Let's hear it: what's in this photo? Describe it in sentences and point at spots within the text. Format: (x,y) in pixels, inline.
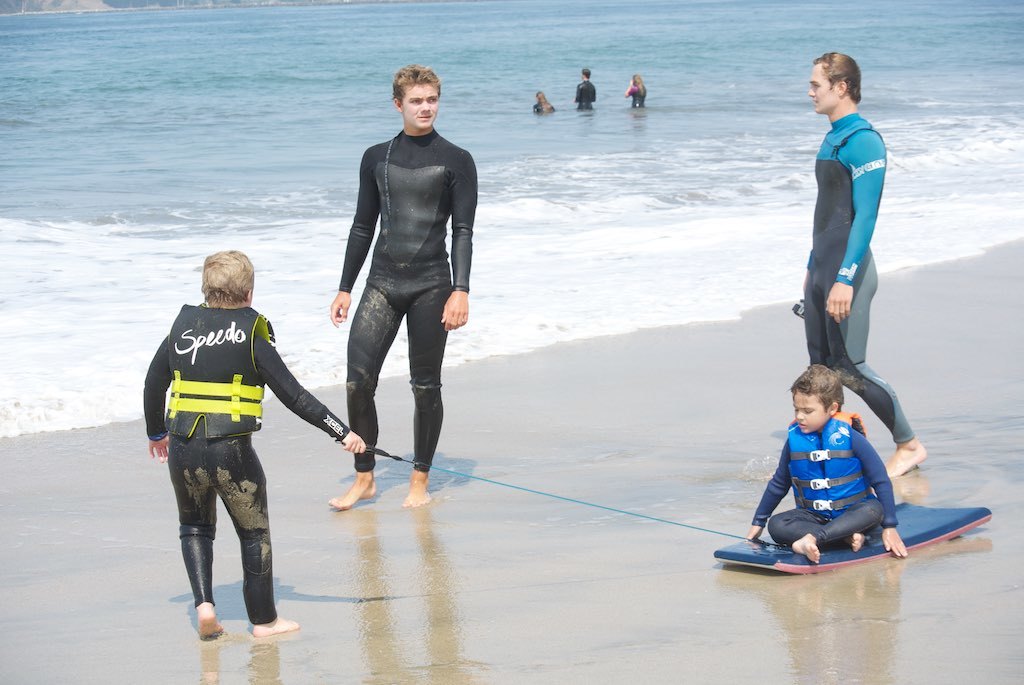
In this picture we can see the people (193,448), sea (221,220). We can see the men (841,145) near the seashore (952,551). We can see boys (201,435) wearing life jackets (204,410) and a boy (162,392) is holding a rope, other boy (823,521) is sitting on an object (940,531).
